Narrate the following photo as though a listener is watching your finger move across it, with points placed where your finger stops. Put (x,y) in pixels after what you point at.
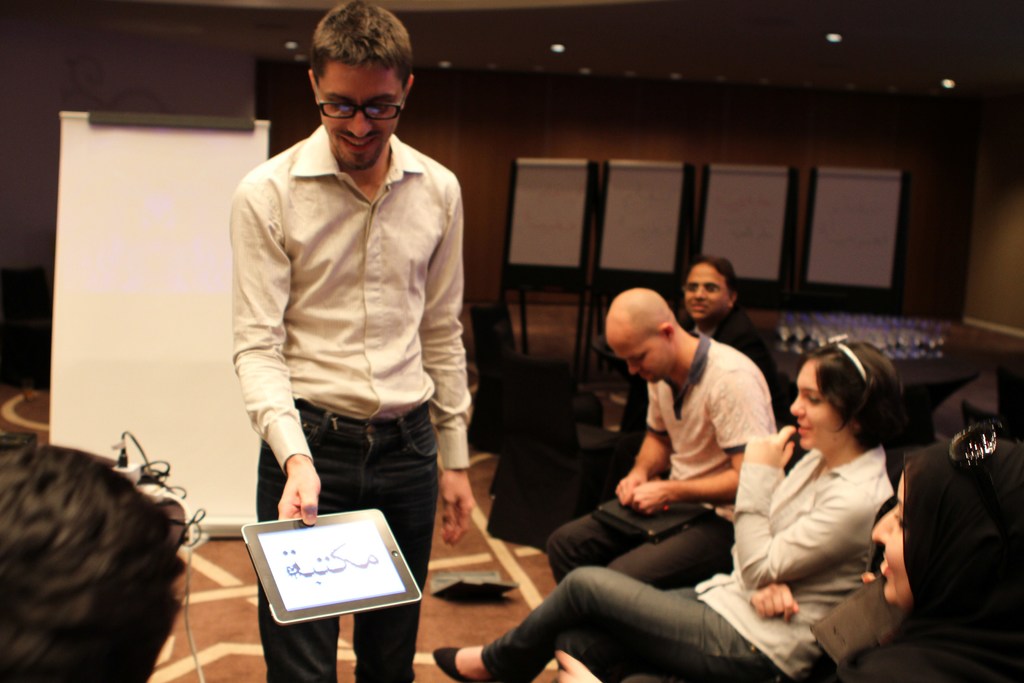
In this picture we can see some people (705,636) are sitting on chairs (611,475) and a person (344,509) is standing and holding an object (348,554). Behind the people (731,529) there are boards (125,293) and a wall (159,87). At the top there are ceiling lights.
